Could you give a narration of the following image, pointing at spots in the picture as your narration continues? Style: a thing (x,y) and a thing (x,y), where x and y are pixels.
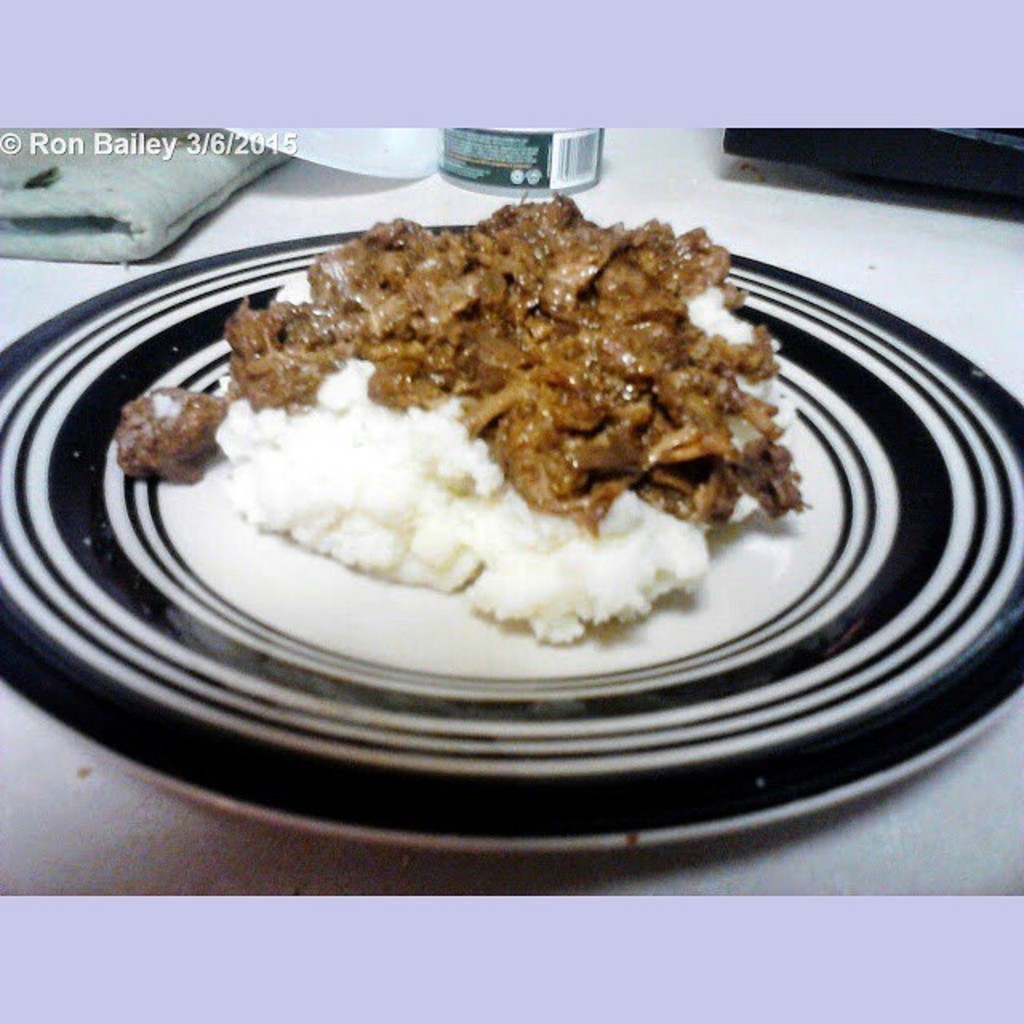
In this picture I can see the plate (901,737) and I see food (288,432) which is of white and brown color. On the top of this picture (6,161) I can see few more things (543,146) and all these things (582,402) are on the white color surface (813,243). On the top left corner of this picture (235,143) I can see the watermark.
